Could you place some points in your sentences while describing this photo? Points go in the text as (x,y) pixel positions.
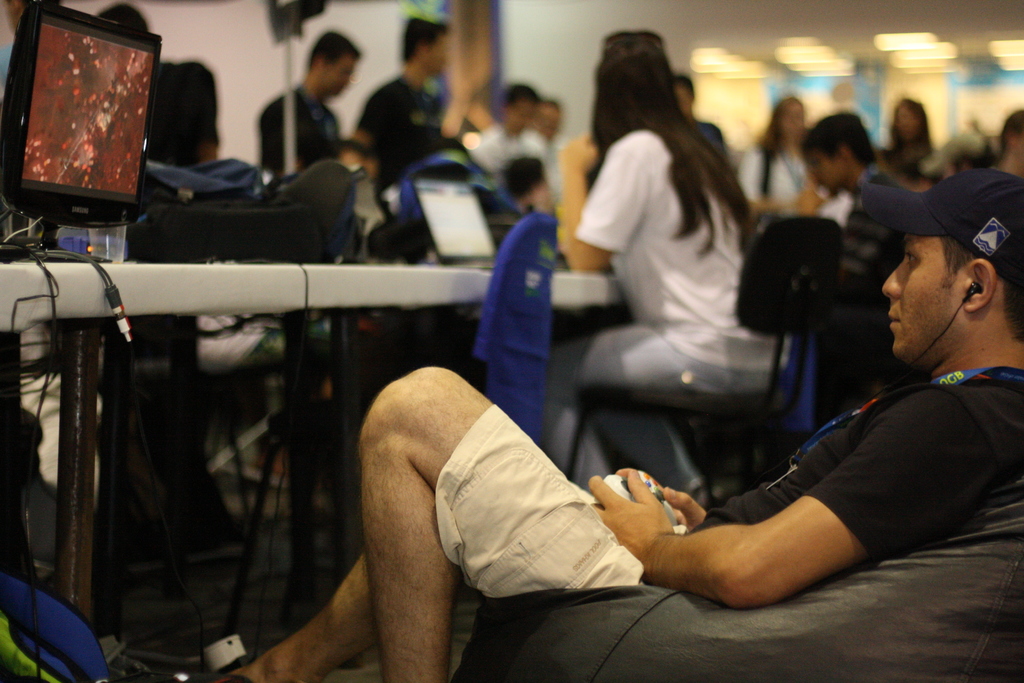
This picture shows the inner view of a building (536,4), few people (540,98) are standing, few people (561,196) are sitting, one computer (21,86), some wires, one laptop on the table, some objects (58,610) on the floor (223,595), some lights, some objects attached to the walls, some objects (128,235) on the table (424,282), some chairs (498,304), one chair (513,323) with blue cloth (513,324) and the background (1002,24) is blurred. There is one man (956,359) sitting on the bean bag (992,562), wearing earphones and holding one object (658,487).
